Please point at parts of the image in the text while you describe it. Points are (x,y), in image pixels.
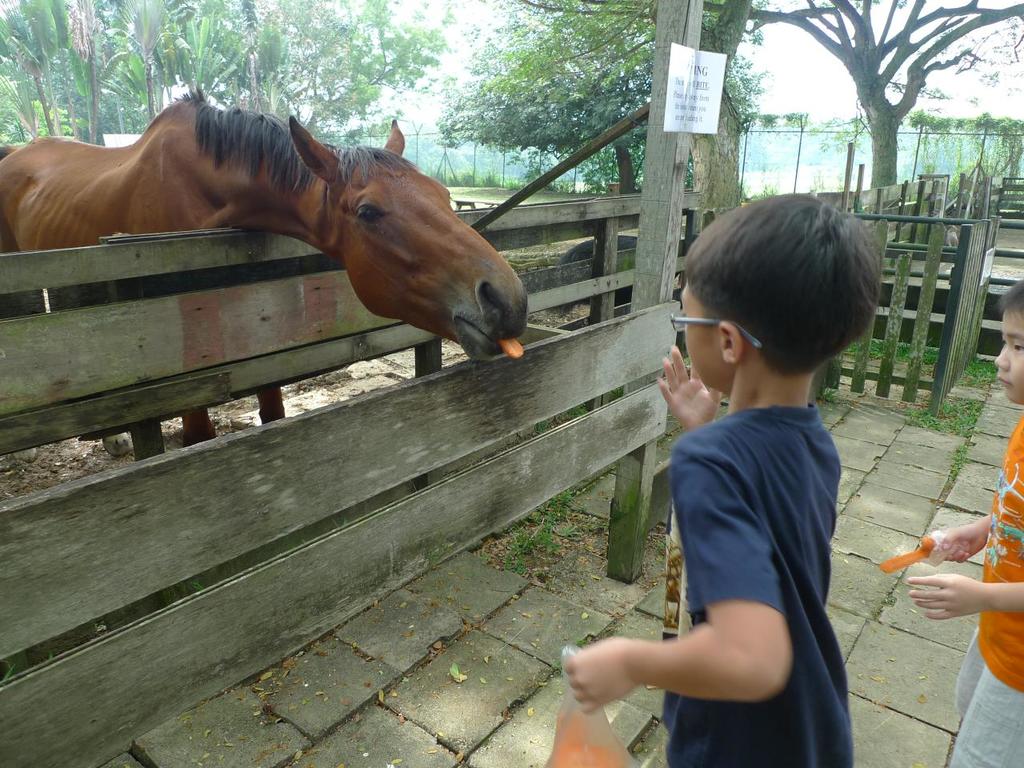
In this image we can see one horse (383,214) and two children (743,499) are standing. One child (785,568) is wearing navy blue color t-shirt (759,482) and holding one cover (587,736) full of carrot (596,735) and the other one (1014,611) is wearing orange color t-shirt (1002,622) with white shorts (979,708) and he is also holding a piece of carrot (896,560). Background of the image (540,58) we can see trees (640,98) and fence (828,156). In front of the horse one wooden fence (555,402) is there, to the wooden fence (678,183) one board (684,88) is attached.
